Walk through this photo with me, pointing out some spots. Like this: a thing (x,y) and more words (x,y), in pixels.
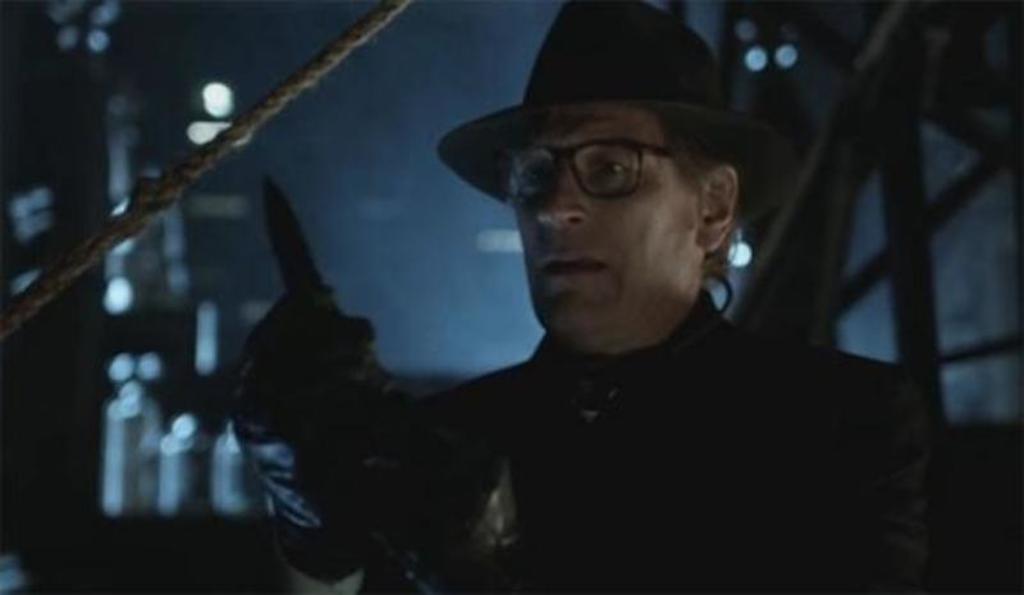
In this image I can see the dark picture in which I can see a person (628,442) wearing black colored dress (584,429) and black colored hat (626,98) is standing. I can see a rope (371,24) and the dark background (264,49).
